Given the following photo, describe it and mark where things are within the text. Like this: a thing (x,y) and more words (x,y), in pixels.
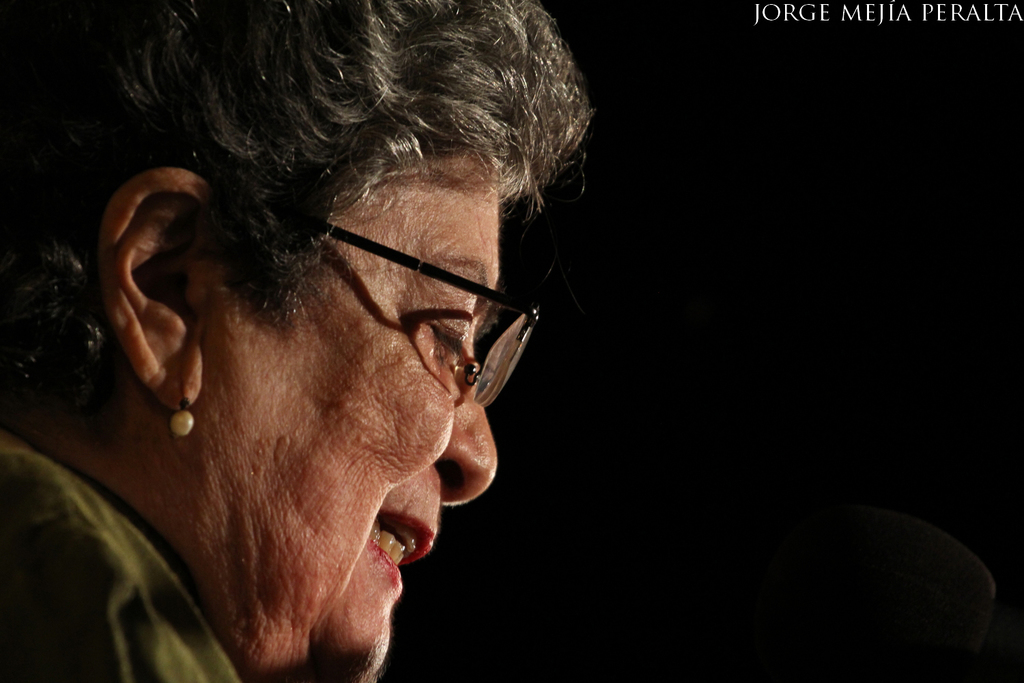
There is a person (264,257) wore spectacle (439,268). In the background (644,337) it is dark. In the top right side of the image (789,11) we can see text (907,10).
